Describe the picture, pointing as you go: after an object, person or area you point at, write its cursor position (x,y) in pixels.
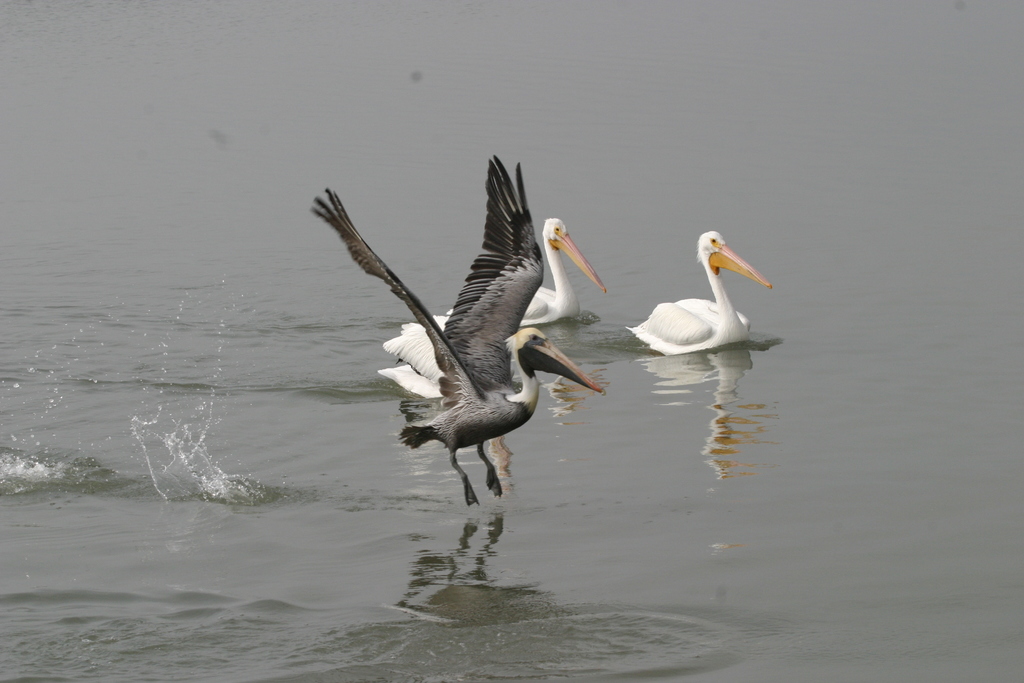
In this image we can see the birds (694,310) in the water (593,309) and the other bird (469,442) is in fly position.
